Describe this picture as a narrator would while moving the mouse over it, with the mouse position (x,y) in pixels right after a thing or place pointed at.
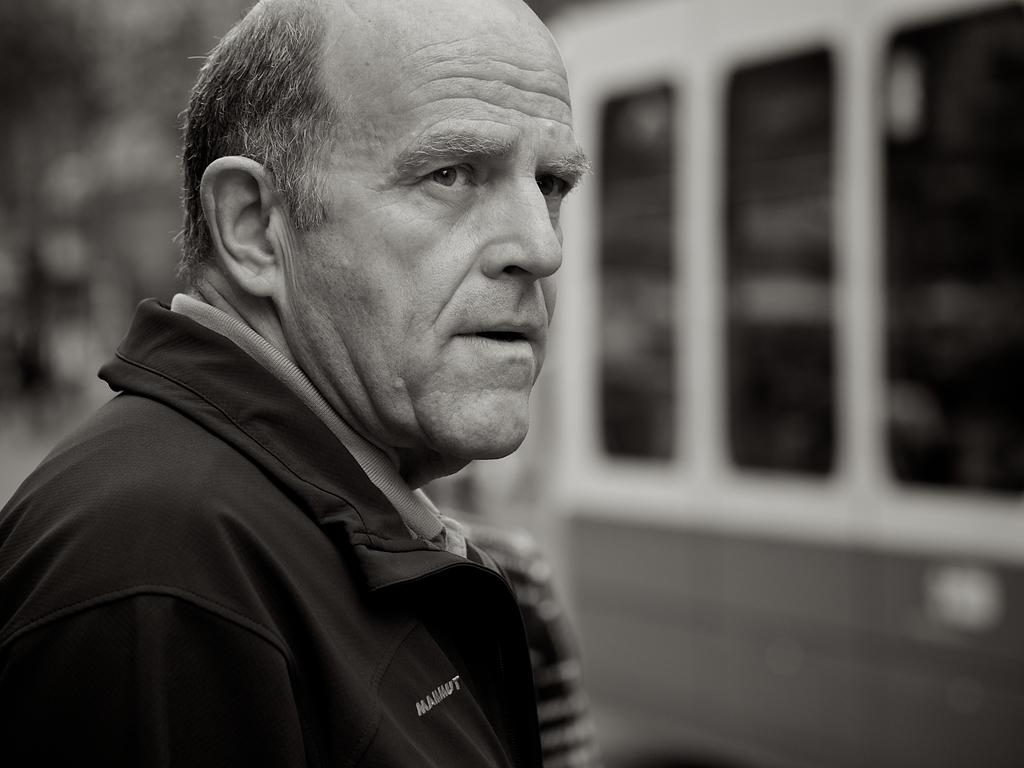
In this image we can see a man (405,519) standing. He is wearing a jacket (231,623). On the right (708,684) there is a vehicle (916,555).
